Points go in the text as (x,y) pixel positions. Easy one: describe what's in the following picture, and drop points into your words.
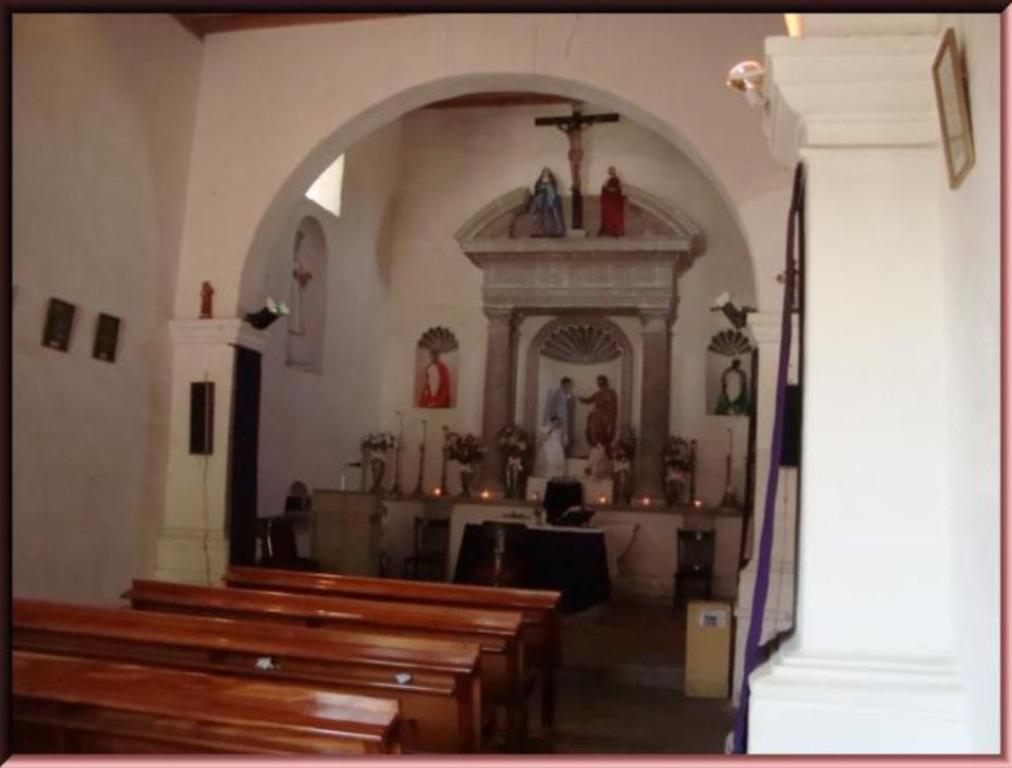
This is picture of the temple (783,296) called church (784,298). On the background (773,330) we can see an arch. This is a holy cross (578,122) and lord jesus (575,147) is on the cross (563,122). These are the idols (610,211). This is a podium (351,522) with speaker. This is a platform (665,644). This is a table (598,531). These are the candles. These are the benches (370,645). On the left side of the picture (95,422) we can see a wall (77,459) painted with white colour and the same on the right (923,468) but here there is a photo frame (963,108) hanged over the wall (977,105).
